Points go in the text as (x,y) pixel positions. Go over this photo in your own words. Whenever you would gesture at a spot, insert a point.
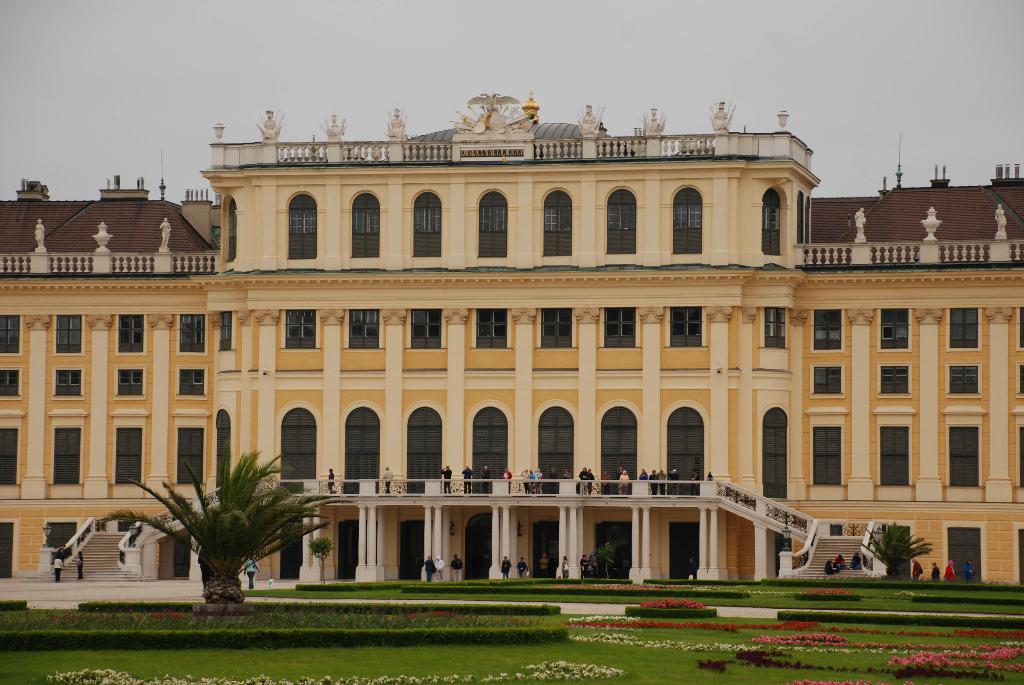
In this image I can see the grass (615,656). I can see the flowers (906,648) and the trees (218,569). I can also some people (855,563). In the background (507,337), I can see the building (463,326) and the sky (110,107).
